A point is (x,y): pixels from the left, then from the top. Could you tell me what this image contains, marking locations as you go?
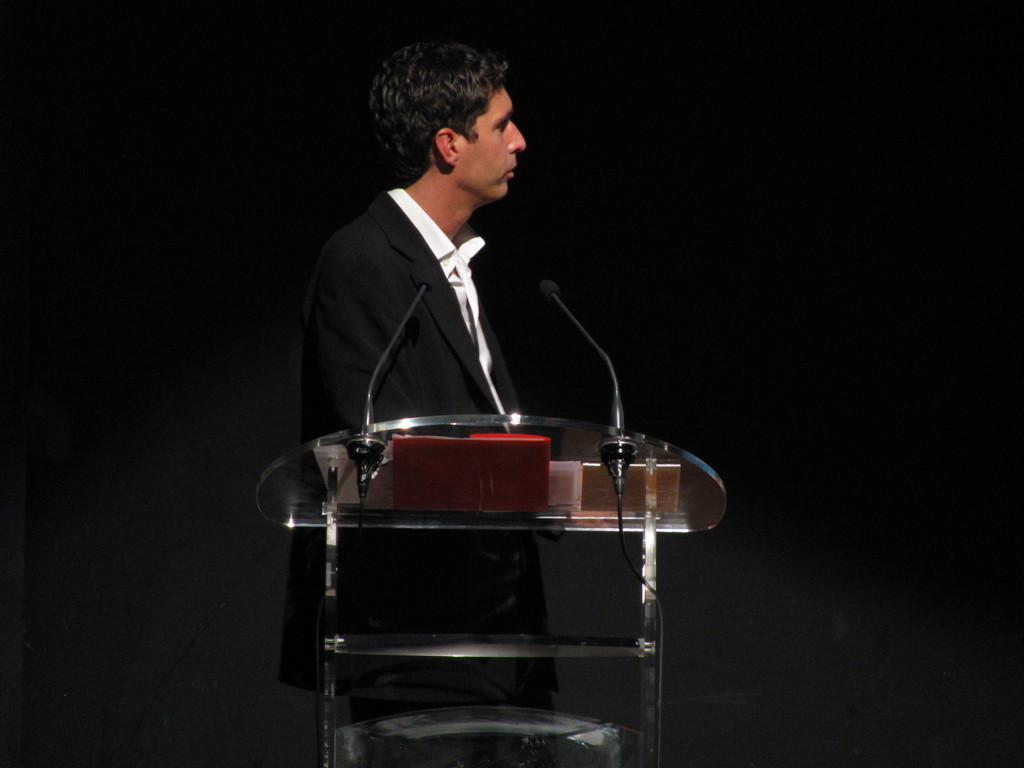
In this image I can see the person (363,298) standing in-front of the podium (319,521). On the podium (380,495) I can see the mics (378,460). I can see the person (319,335) is wearing the white and black color dress (422,306). And there is a black background (796,31).
